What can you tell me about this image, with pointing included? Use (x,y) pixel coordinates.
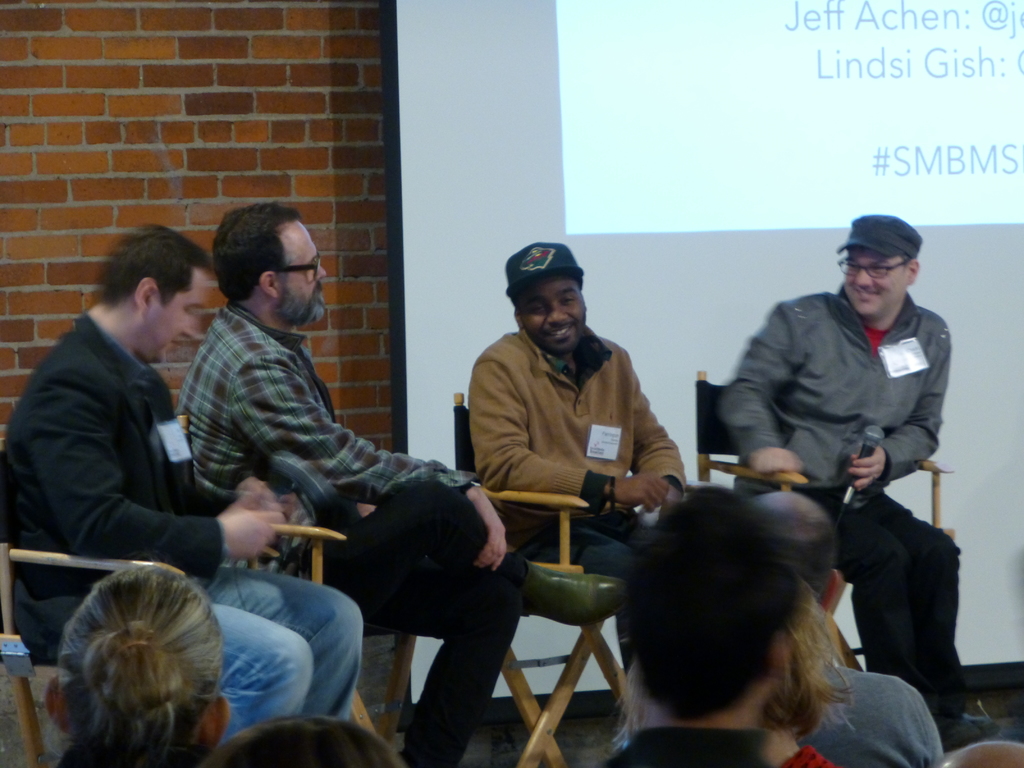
In the center of the image (574,465) we can see a few people (381,461) are sitting on the chairs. Among them, we can see two people (629,375) are smiling and they are wearing caps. At the bottom of the image (869,706), we can see a few people (653,703). In the background (326,281) there is a wall (71,173) and a screen (775,173) with some text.
